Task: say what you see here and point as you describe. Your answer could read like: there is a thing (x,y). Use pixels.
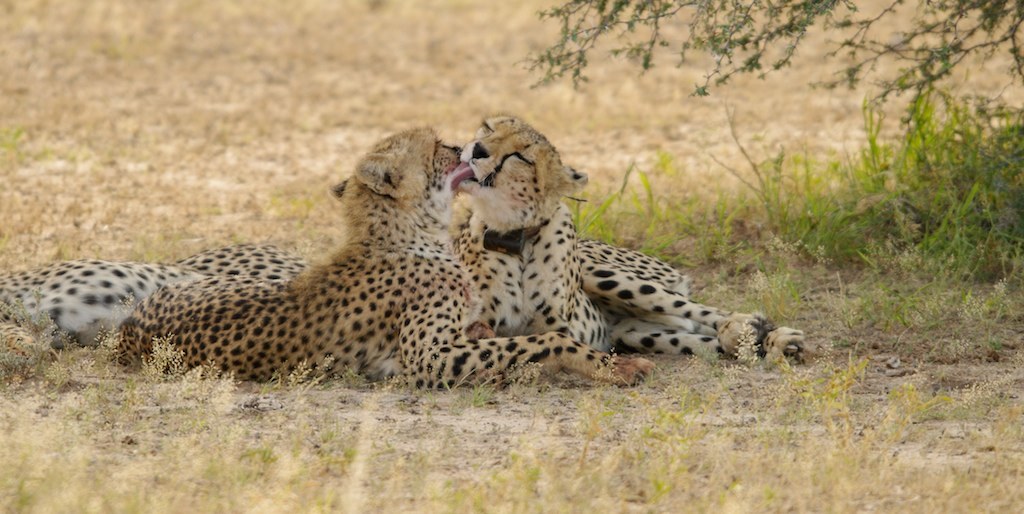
In this image I can see the ground (678,424), some grass (678,424) on the ground (855,270) and few animals (413,249) which are brown, black and cream in color are lying on the ground (470,433). To the right side of the image (832,56) I can see a tree (997,17).
